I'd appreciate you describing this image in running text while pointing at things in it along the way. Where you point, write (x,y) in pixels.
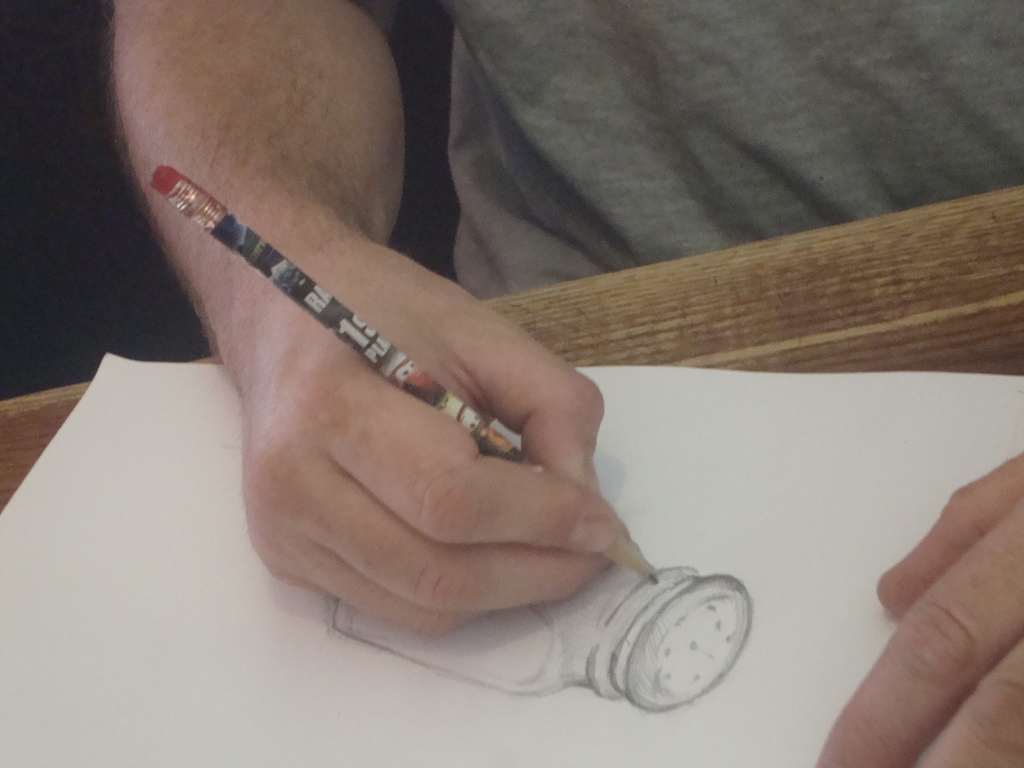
In this image I can see a person (578,462) holding a pencil (297,270) and drawing on a paper (664,738).
